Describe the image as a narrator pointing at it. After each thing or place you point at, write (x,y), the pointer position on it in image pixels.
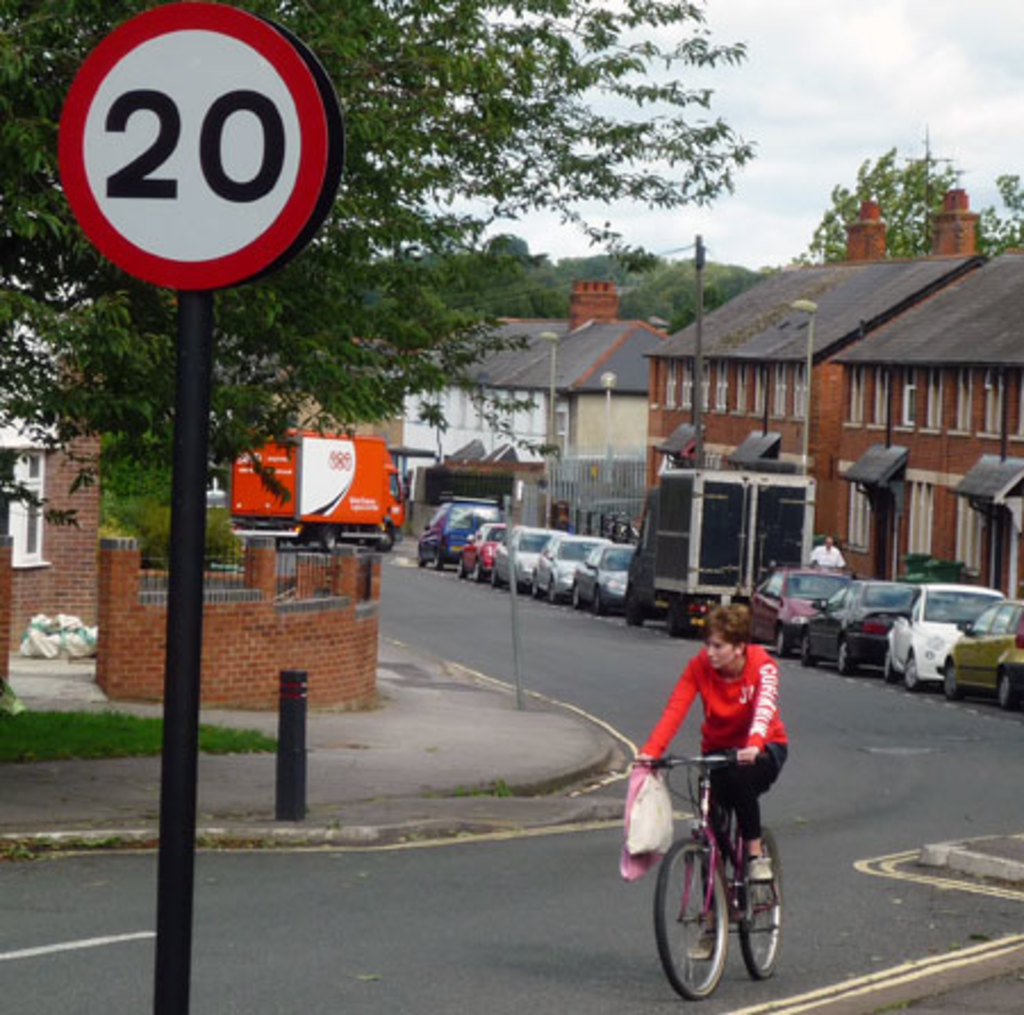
In the picture we can see the board (163,245) to the pole (178,570), we can see a person (756,774) wearing red T-shirt (782,723) is riding a bicycle (701,919) on the road (727,979). In the background (924,640), we can see vehicles (599,579) are parked on the side of the road (532,650), we can see buildings (403,447), light poles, brick wall (339,652), trees (291,342), houses (988,414) and the sky (790,203) with clouds (733,213) in the background (642,220).
